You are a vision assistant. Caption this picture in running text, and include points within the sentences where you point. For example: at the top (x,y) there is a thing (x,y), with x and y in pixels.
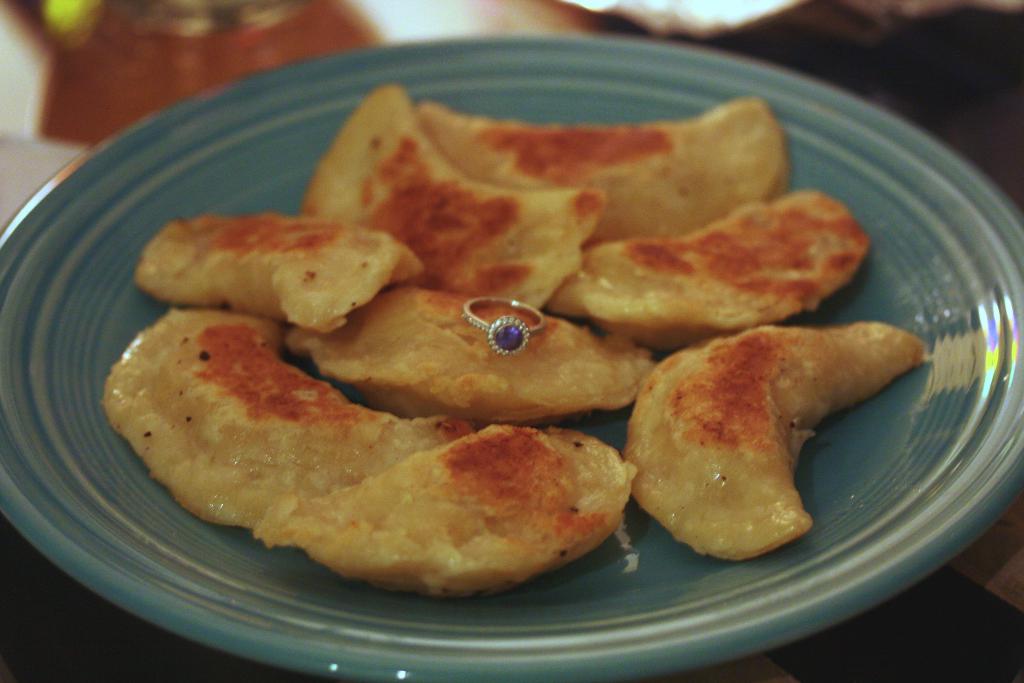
In this image I can see the plate (325,618) with food (508,525). I can see the food (507,539) is in brown and an orange color and the plate (523,604) is in green color. I can see the blurred background (310,22).
